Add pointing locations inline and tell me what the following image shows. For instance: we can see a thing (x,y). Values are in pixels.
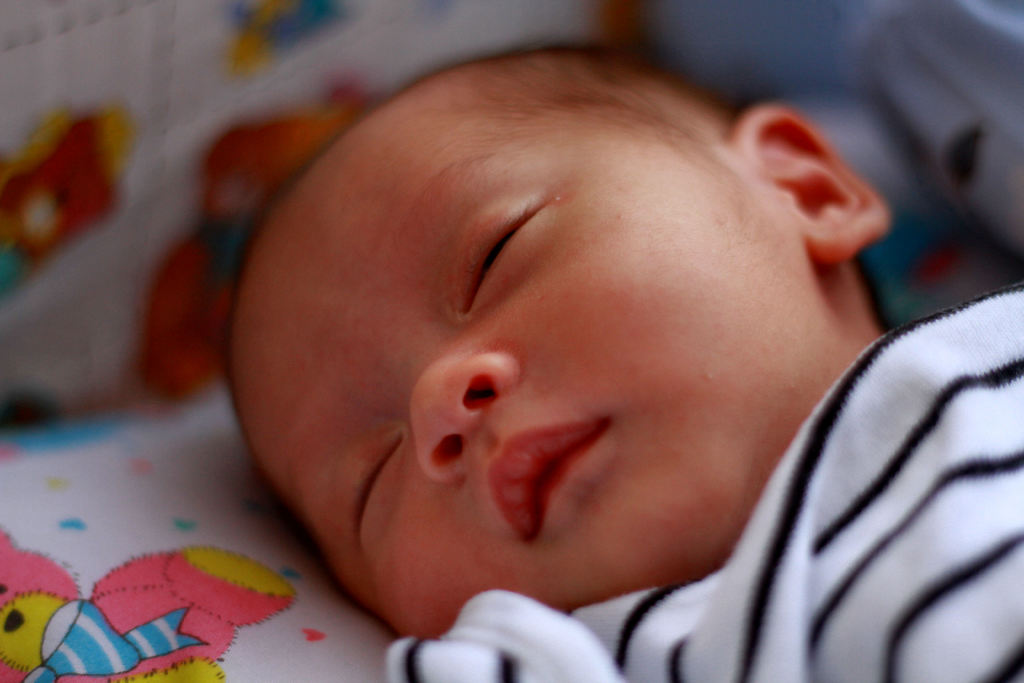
In this image there is a kid (771,563) sleeping.
